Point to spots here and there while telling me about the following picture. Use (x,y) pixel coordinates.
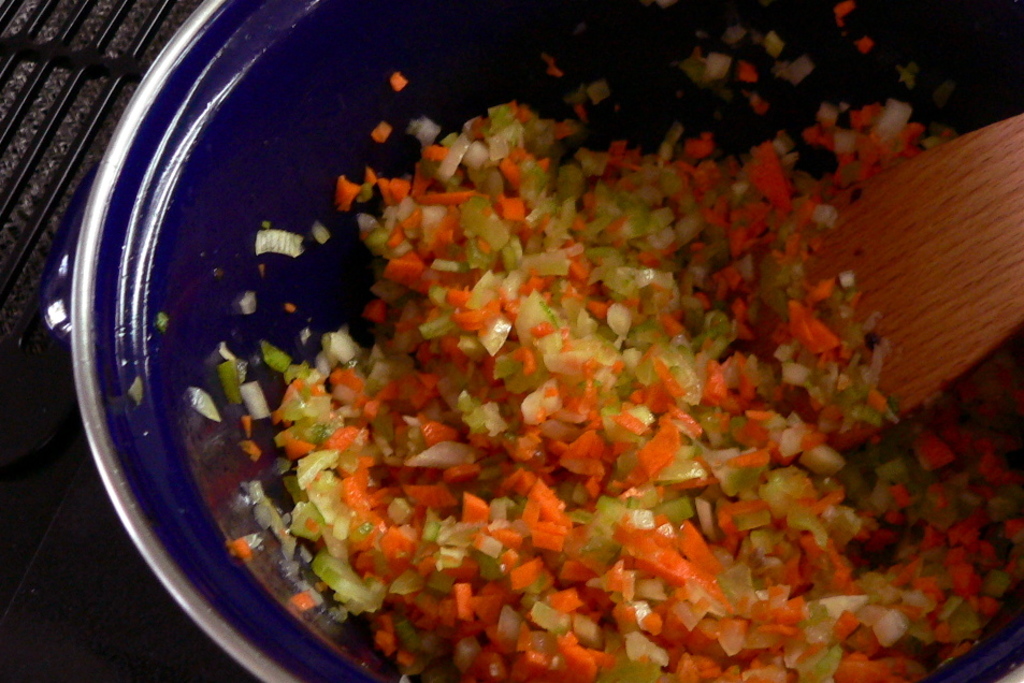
Here in this picture we can see some vegetables (662,313) chopped and present on a pot (358,237) and on the right side (883,273) we can see a spoon (889,269) present and we can see the pot (320,191) is kept on a stove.
